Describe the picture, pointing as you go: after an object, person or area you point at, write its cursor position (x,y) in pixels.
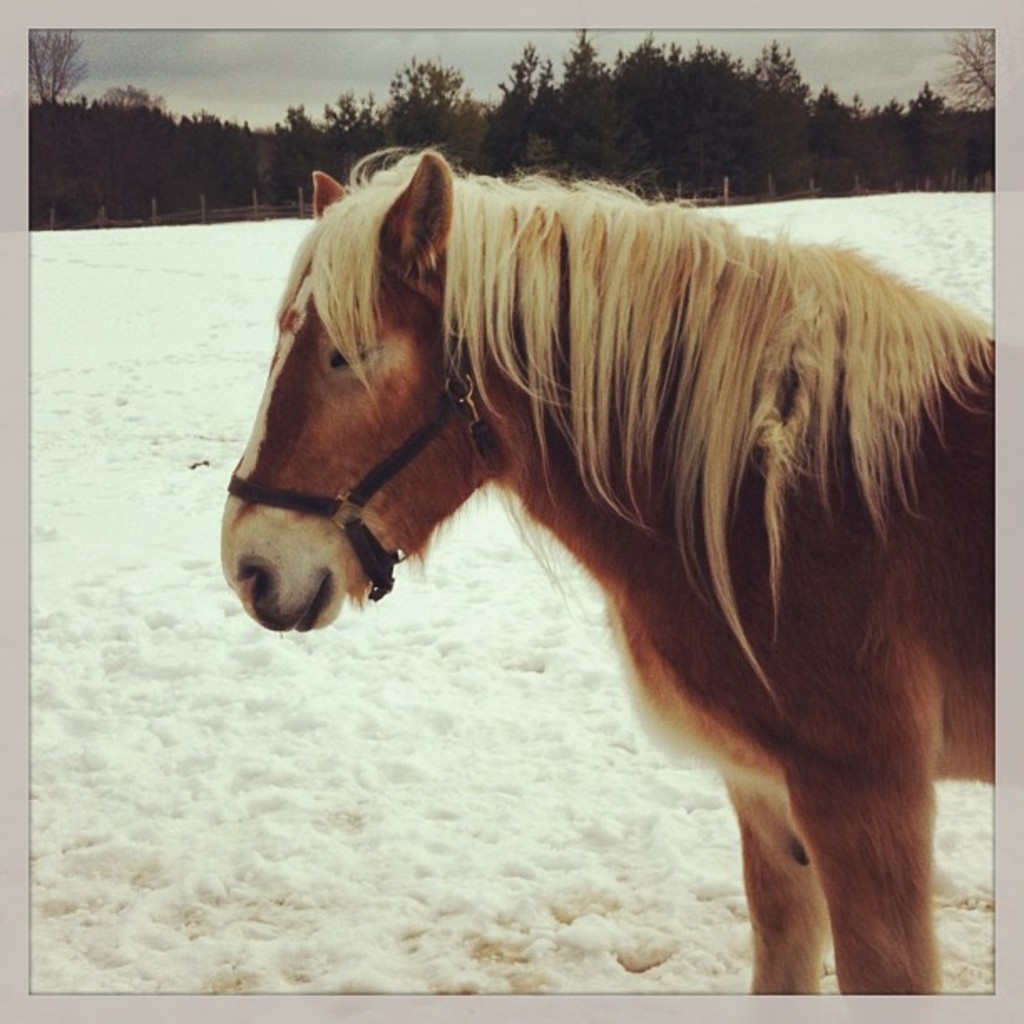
In this picture, we see a horse (615,439). At the bottom (457,828), we see the snow (126,548). In the background (372,143), we see the wooden fence (240,217) and the trees (270,190). At the top (302,59), we see the sky (328,63). This picture might be a photo frame.
